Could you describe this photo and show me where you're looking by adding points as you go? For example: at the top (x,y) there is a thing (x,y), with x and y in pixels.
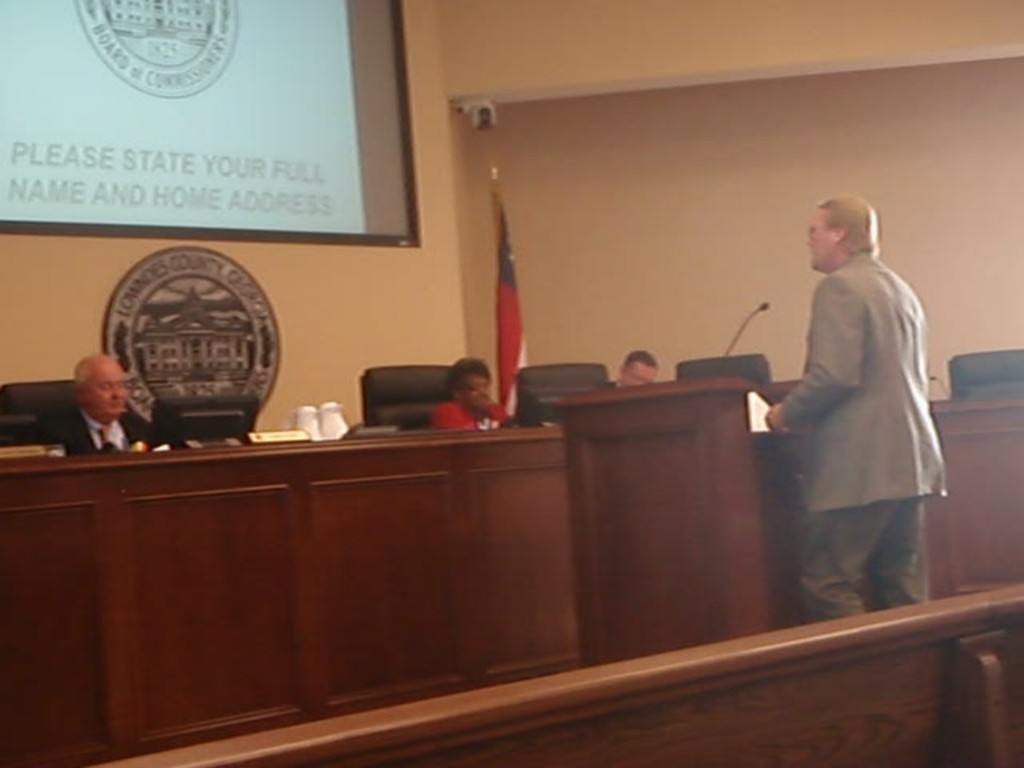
In this picture we can see four people (480,370), three are seated on the chair (546,409) and one person (863,493) is standing, in front of the seated people (95,406) we can find a name board (284,437), monitor (210,437) and a microphone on the table (231,516), in the background (89,215) we can see a projector screen (227,122), a flag (514,351) and a wall (489,303).
